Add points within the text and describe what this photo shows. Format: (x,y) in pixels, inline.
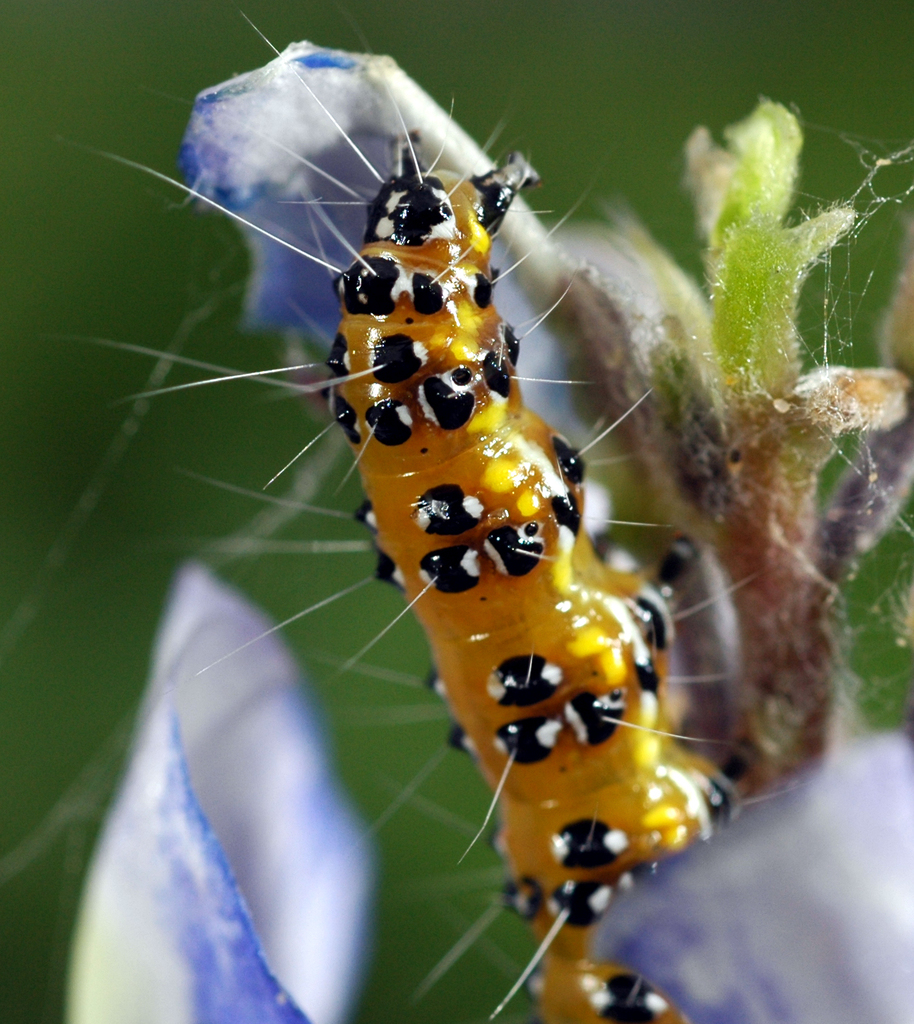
In this image there is a caterpillar (642,739) on the plant (753,509) having flowers (913,917). Background (86,702) is blurry.
